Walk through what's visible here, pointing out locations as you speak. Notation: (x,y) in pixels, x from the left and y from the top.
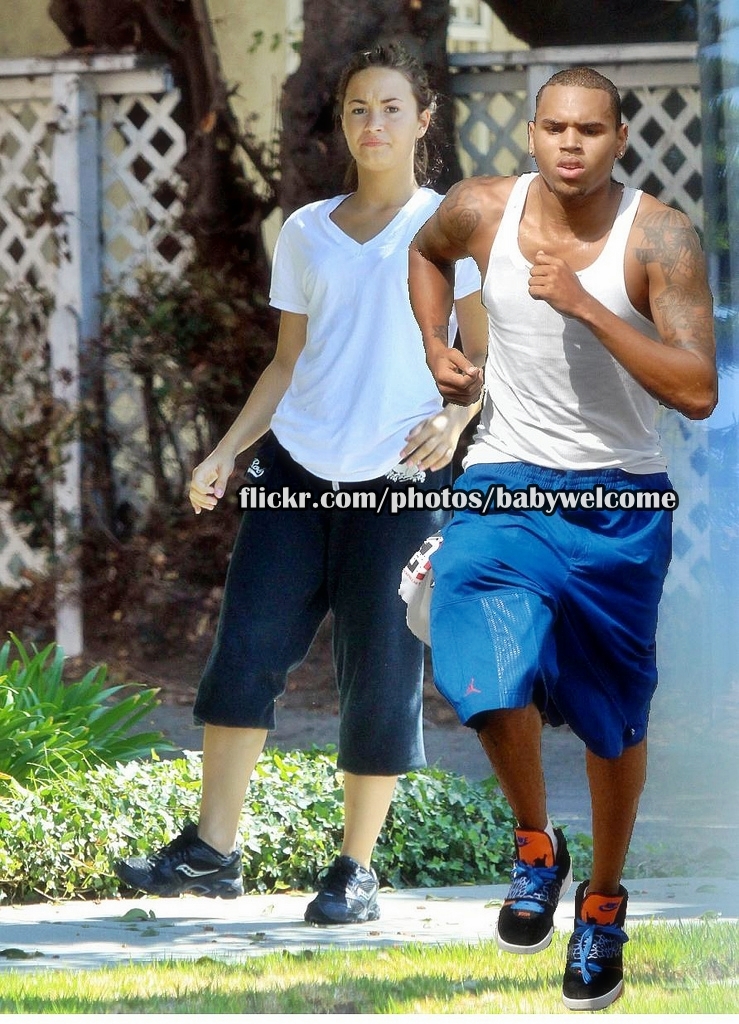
On the right (595,379) there is a man (500,600) running and behind him there is a woman (316,379) walking on the ground (47,973). In the background (306,170) there are trees (429,22), fence (14,132), wall (9,24) and plants (249,388).
